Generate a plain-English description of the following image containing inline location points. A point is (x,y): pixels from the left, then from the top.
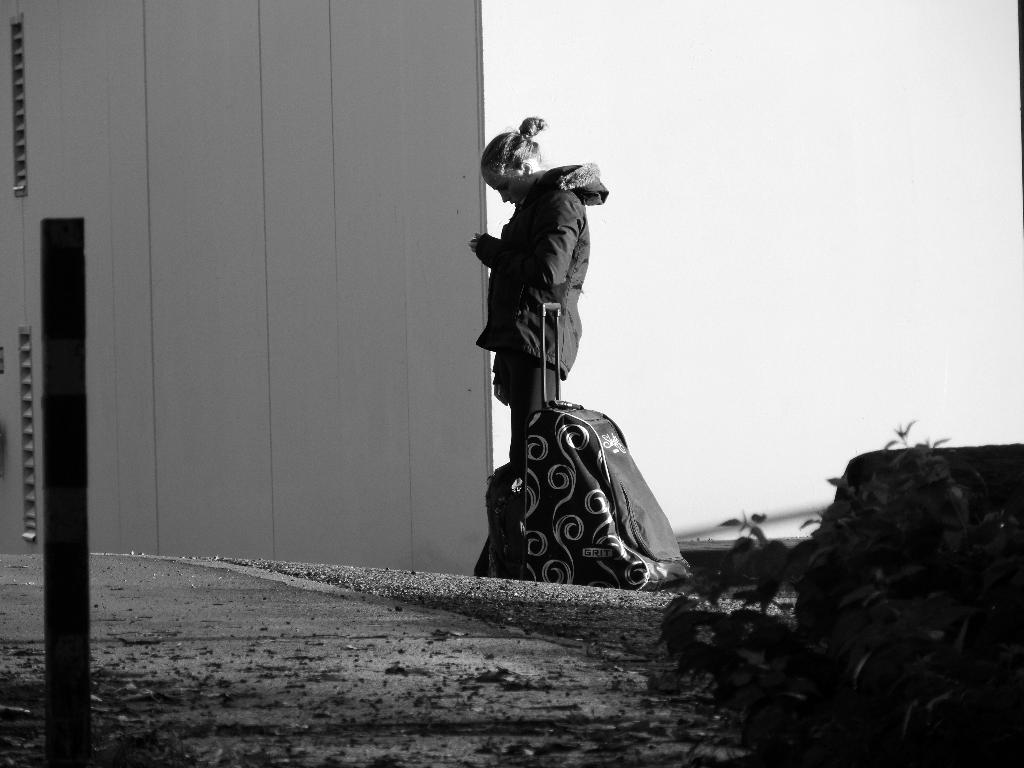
In this picture a person (518,344) is standing on the road (515,590). Beside her there is a bag (541,477). In front of her there is a wall (241,190).
